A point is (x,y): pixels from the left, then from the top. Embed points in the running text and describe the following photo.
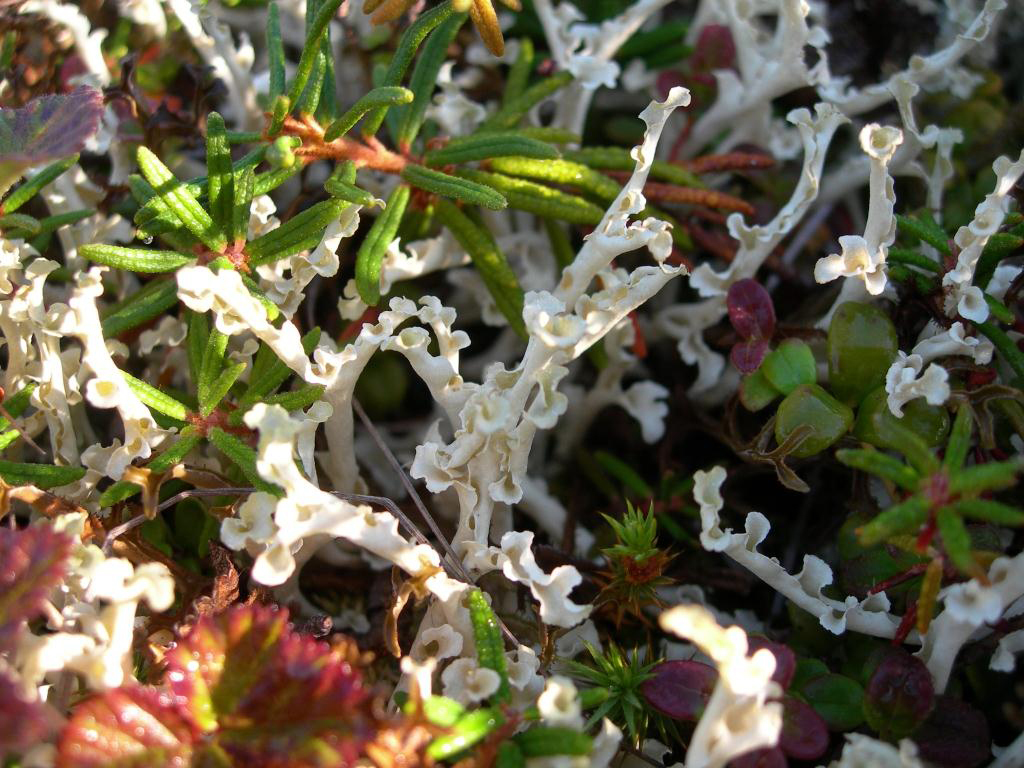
In this image we can see some plants (496,461).
